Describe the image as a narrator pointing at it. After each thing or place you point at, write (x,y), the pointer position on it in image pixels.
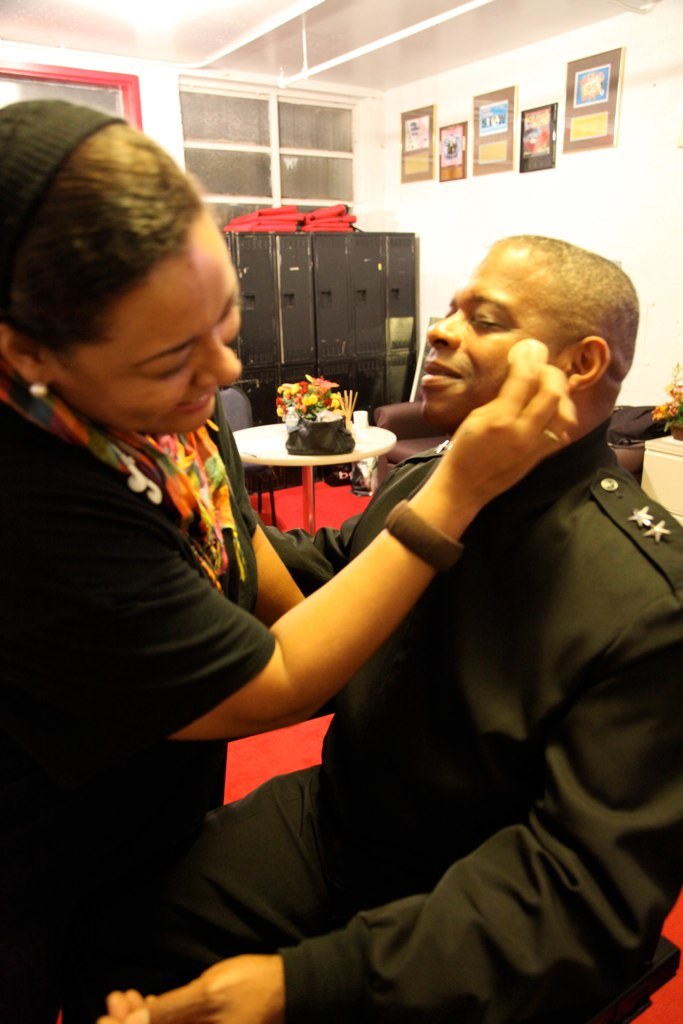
In this image we can see a man (544,792) sitting and we can also see a woman (218,492) with an object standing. In the background (253,444) there is a table (284,433) and on the table (267,451) there is a flower vase (305,389), a bag (319,428). Image also consists of frames (514,117) attached to the wall (561,178) and also chairs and black color object (342,308) in the background (309,294).
